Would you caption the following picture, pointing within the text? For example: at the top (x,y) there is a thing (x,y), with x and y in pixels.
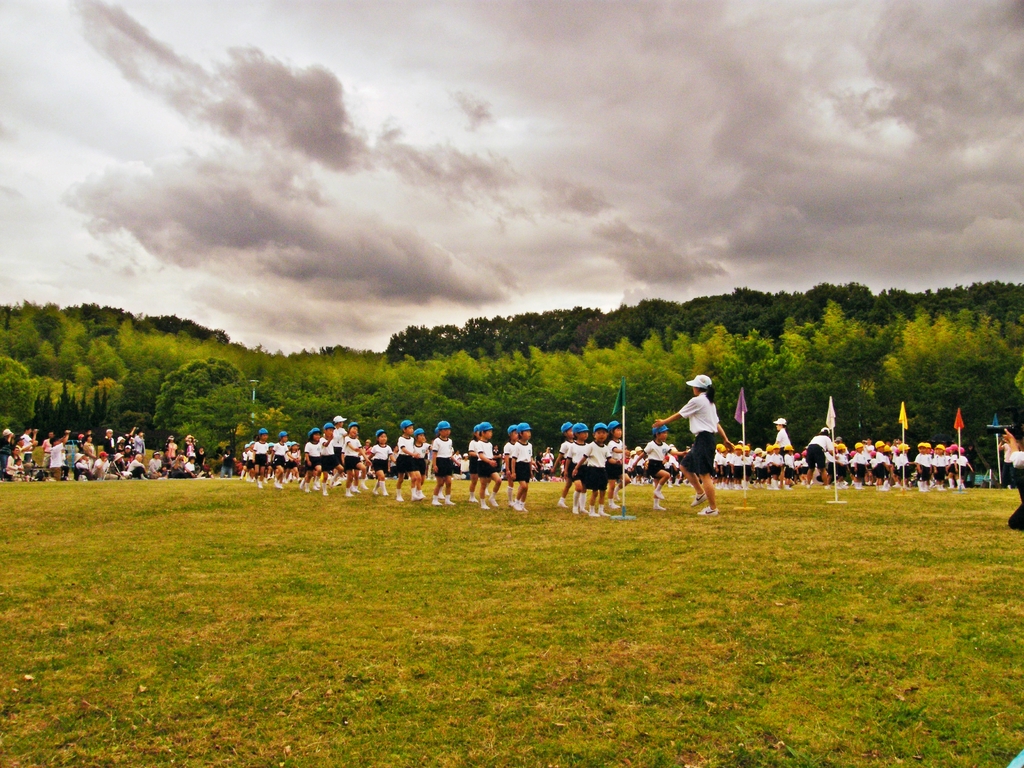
In this image on the right (709,423) there is a woman (709,423), she wears a t shirt (711,428), shorts (710,452) and cap (706,385). In the middle (445,435) there are many children (416,473). On the right (767,481) there are flags (836,479), people (823,465), children (866,459). On the left (128,456) there are many people (154,467). At the bottom (412,601) there is grass (496,640). In the background (517,405) there are trees (705,367), sky (617,301) and clouds (346,207).
